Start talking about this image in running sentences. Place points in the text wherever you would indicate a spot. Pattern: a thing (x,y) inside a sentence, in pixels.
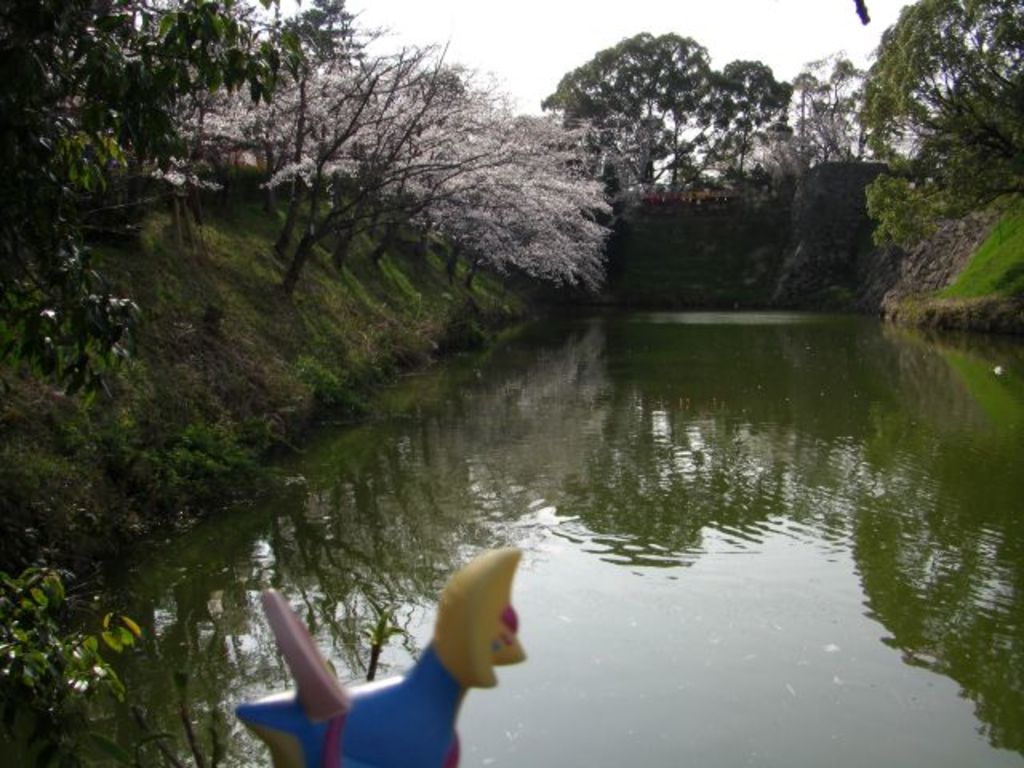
In this image we can see trees (333,167), grass (349,311), lake (449,540) and sky (561,42).
